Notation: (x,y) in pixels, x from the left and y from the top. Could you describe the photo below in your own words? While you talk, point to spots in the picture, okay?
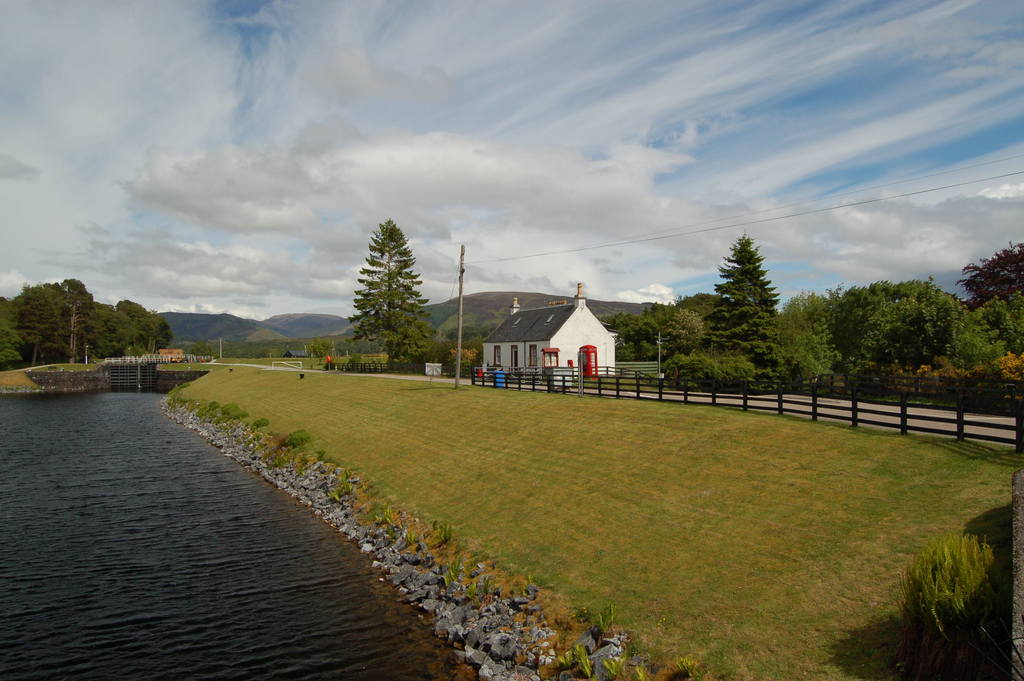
In this image we can see the water (60,562), stones (190,418), grass (823,484), house (517,307), current poles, wires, trees (96,334), hills (233,331) and the cloudy sky (442,182) in the background (508,194).
